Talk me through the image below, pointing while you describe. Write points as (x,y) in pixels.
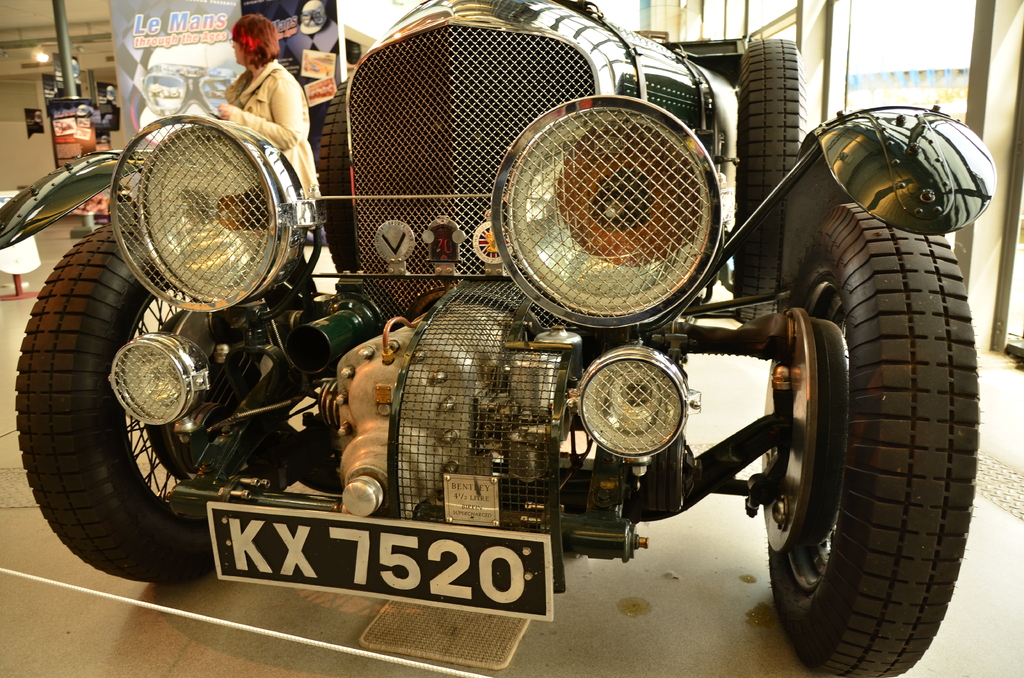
In this image I can see a vehicle (716,163) and I can see a woman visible beside that vehicle (154,138) and I can see a pole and light (37,55) on the left side (64,16).
